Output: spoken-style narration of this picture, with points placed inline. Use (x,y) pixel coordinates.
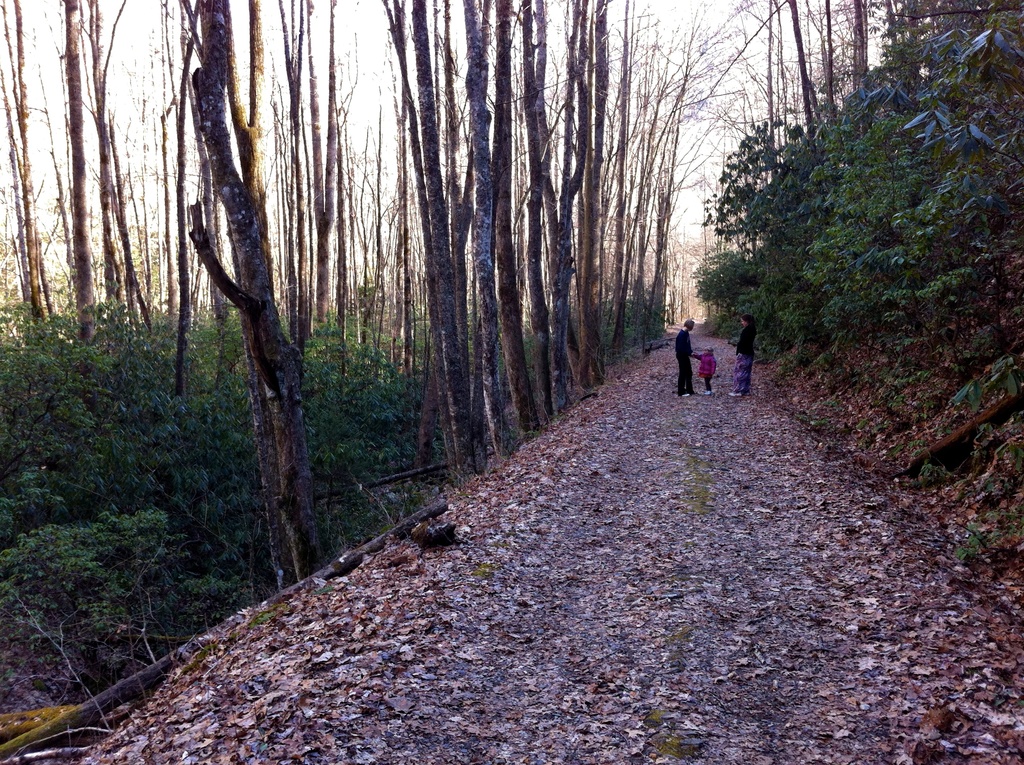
There is a road (661,553). On the road (611,417) there are three people (679,363). On the sides of the road (718,368) there are trees (860,180). Also there are dried leaves (556,601) on the road (641,541). In the background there is sky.
